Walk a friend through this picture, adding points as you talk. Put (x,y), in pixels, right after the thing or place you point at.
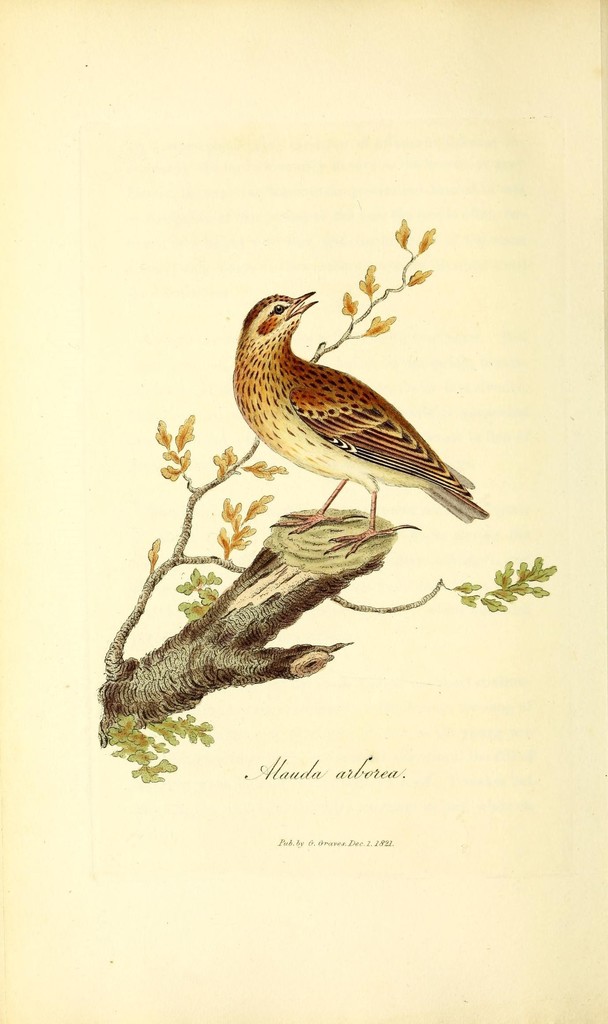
The picture is looking like a paper (603,432) in a book (338,310). in the center of the picture (292,557) we can see stems (247,601), leaves (143,780) and a branch (294,565). On the stem (286,605) we can see a bird (328,419). At the bottom (391,763) there is text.
